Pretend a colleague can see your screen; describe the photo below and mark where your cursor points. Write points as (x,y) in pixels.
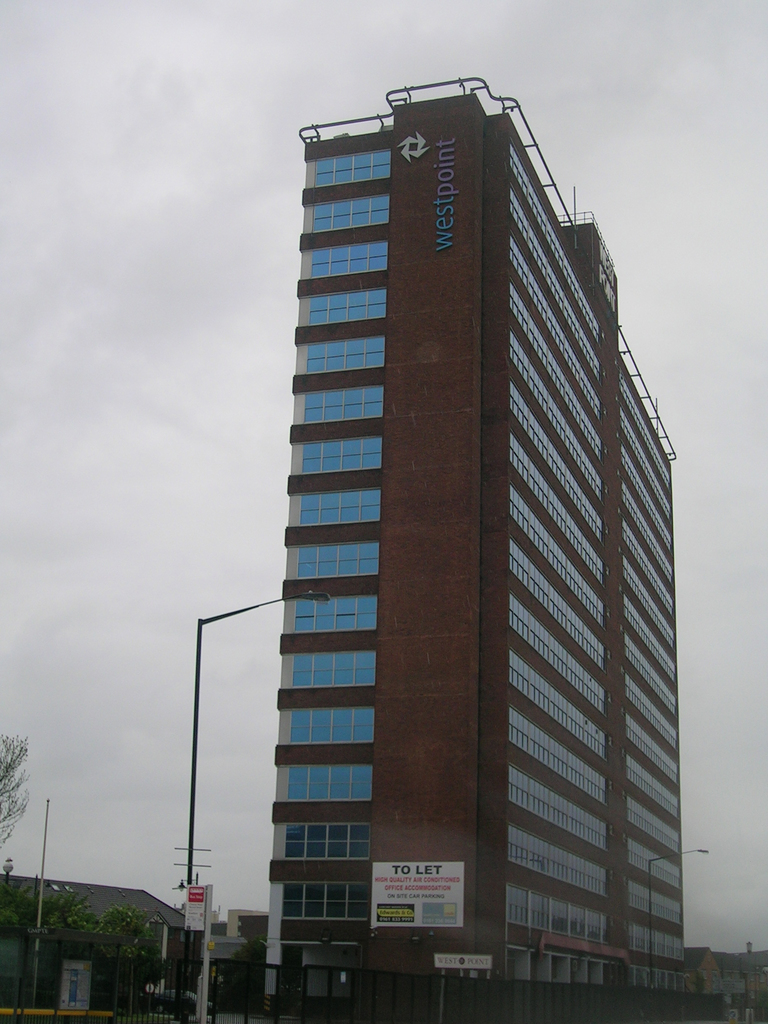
In this image there is a tall building (426,525) in the middle (471,481). At the top (81,216) there is the sky (37,359). At the bottom (186,973) there are electric poles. There is a to-let board (412,887) attached to the wall (412,842). On the left side (16,761) there are trees (10,774).
